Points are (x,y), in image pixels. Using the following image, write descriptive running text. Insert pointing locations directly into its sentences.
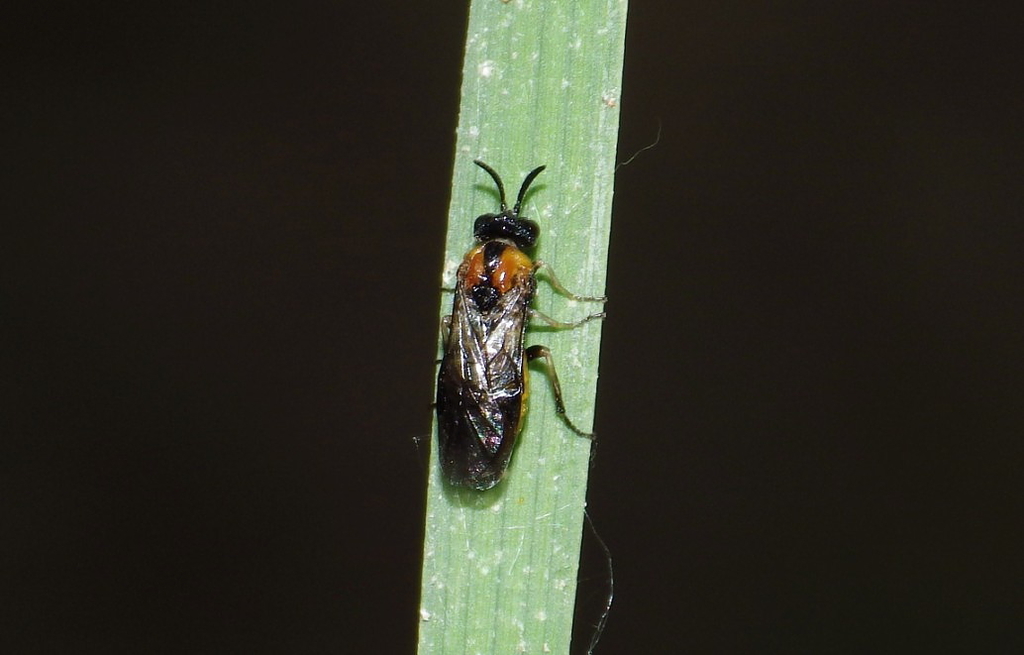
In this image we can see an insect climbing the leaf (550,177).
